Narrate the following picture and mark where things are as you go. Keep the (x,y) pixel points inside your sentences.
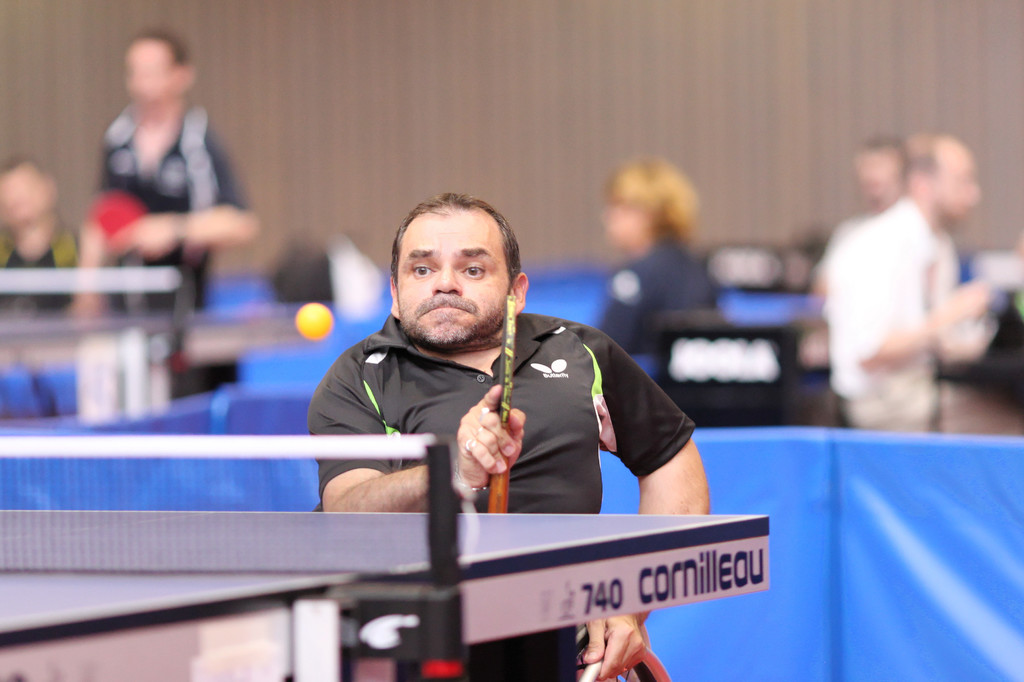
In this image I see a man (334,412) who is holding a bat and he is front of a table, I can also see a ball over here. In the background (641,280) I see lot of people (629,286).
